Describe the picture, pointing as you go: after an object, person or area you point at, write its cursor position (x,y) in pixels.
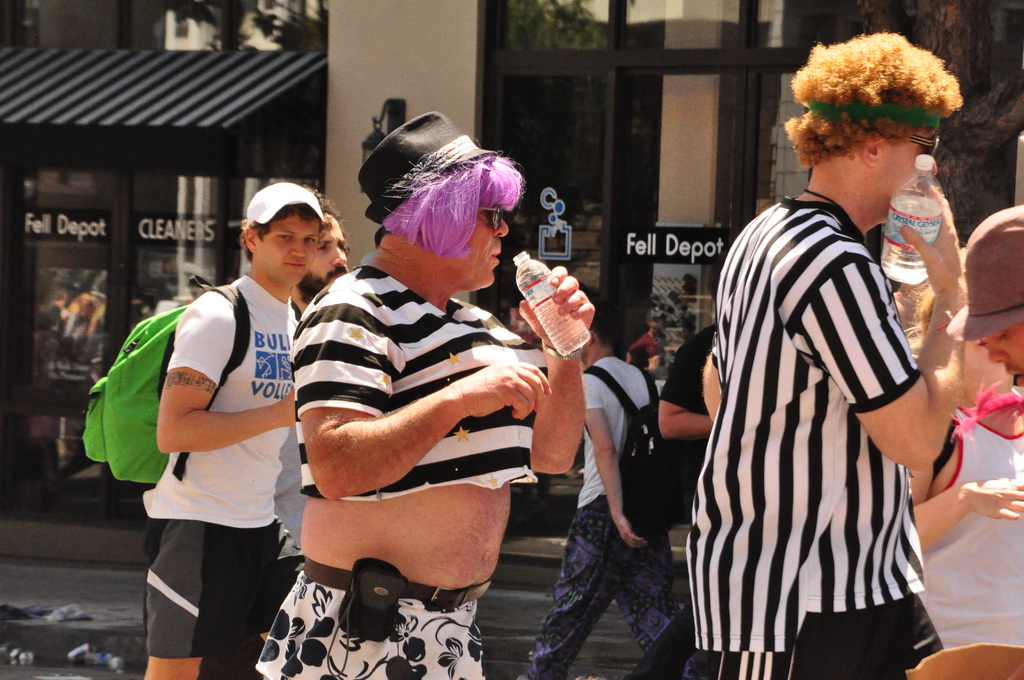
In this image there are few people (415,442) walking on the ground (130,639) by holding the bottles (533,289). In the background (679,41) there are buildings (133,87) with the glass doors (58,291). On the doors (69,241) there is some text (105,230). In the middle (367,385) there is a man (406,450) who is wearing the girl's dress (417,392).
